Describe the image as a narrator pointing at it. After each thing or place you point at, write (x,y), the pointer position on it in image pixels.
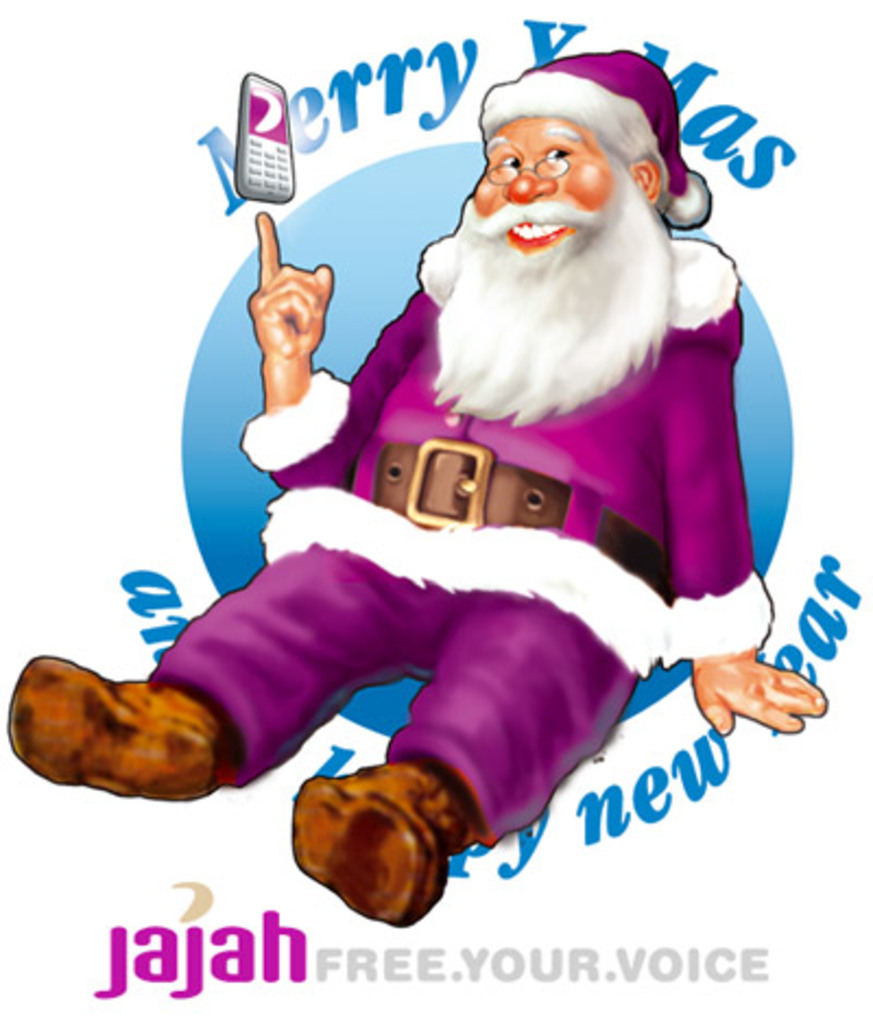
There is a cartoon picture of a Santa (264,405) in the middle of this image (400,362), and there is some text (480,959) at the bottom of this image (445,957) and at the top of this image (362,67) as well.
